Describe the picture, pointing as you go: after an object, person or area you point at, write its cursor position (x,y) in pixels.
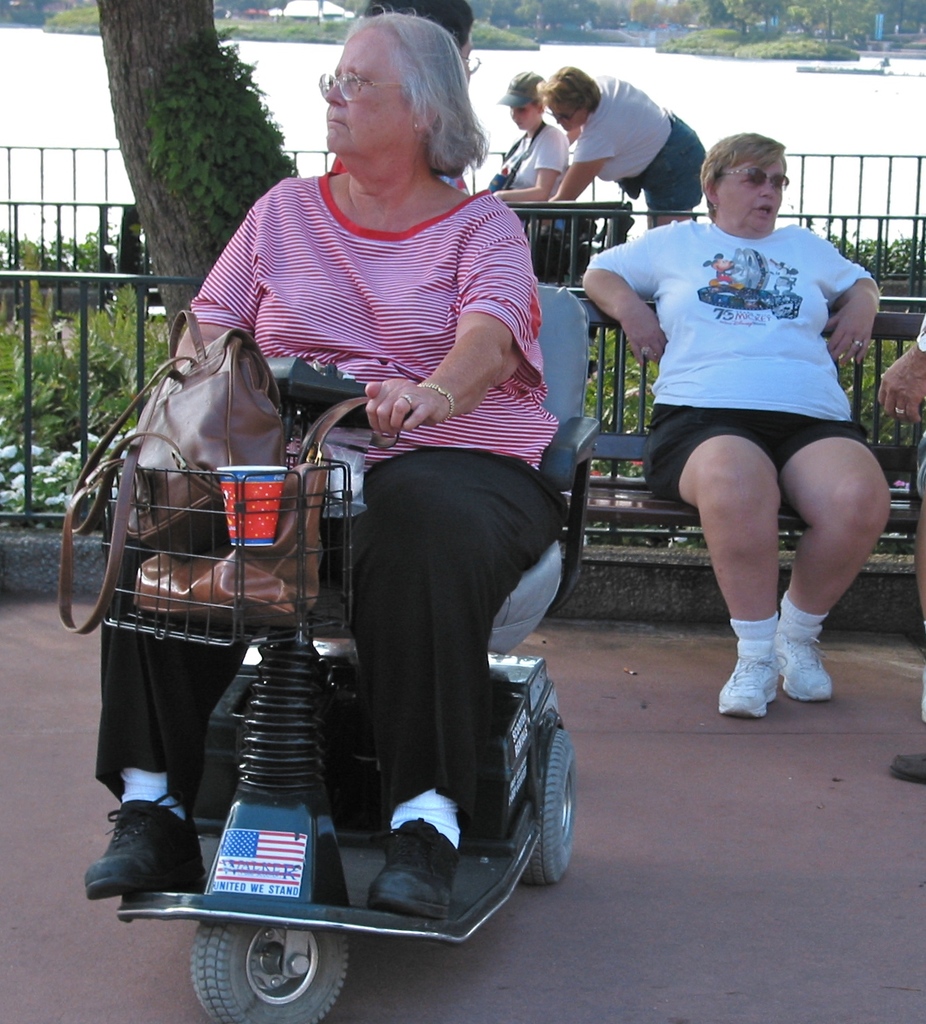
In this image in the foreground (309,388) there is one person (401,551) sitting on a chair (288,953), and there are handbags (234,343) and cup (266,495) in the basket (277,471) and in the background (752,449) there is a railing (25,347), plants (60,352) and some people (646,112), trees (125,6), river (879,153), buildings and at the bottom (601,925) there is walkway (689,812).
